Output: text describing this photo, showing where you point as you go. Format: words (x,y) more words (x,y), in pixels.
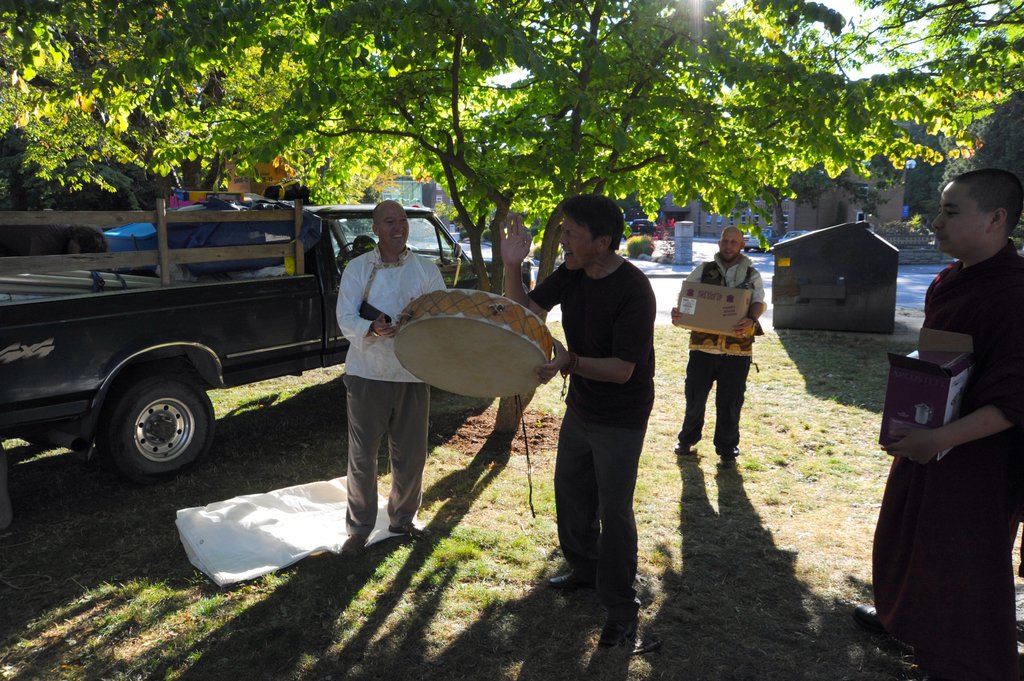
In this image I can see a group of people (650,348) are standing on the ground (453,481) and holding few objects (503,383) in their hand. I can also see there is a truck (138,302) and a tree (460,118).
